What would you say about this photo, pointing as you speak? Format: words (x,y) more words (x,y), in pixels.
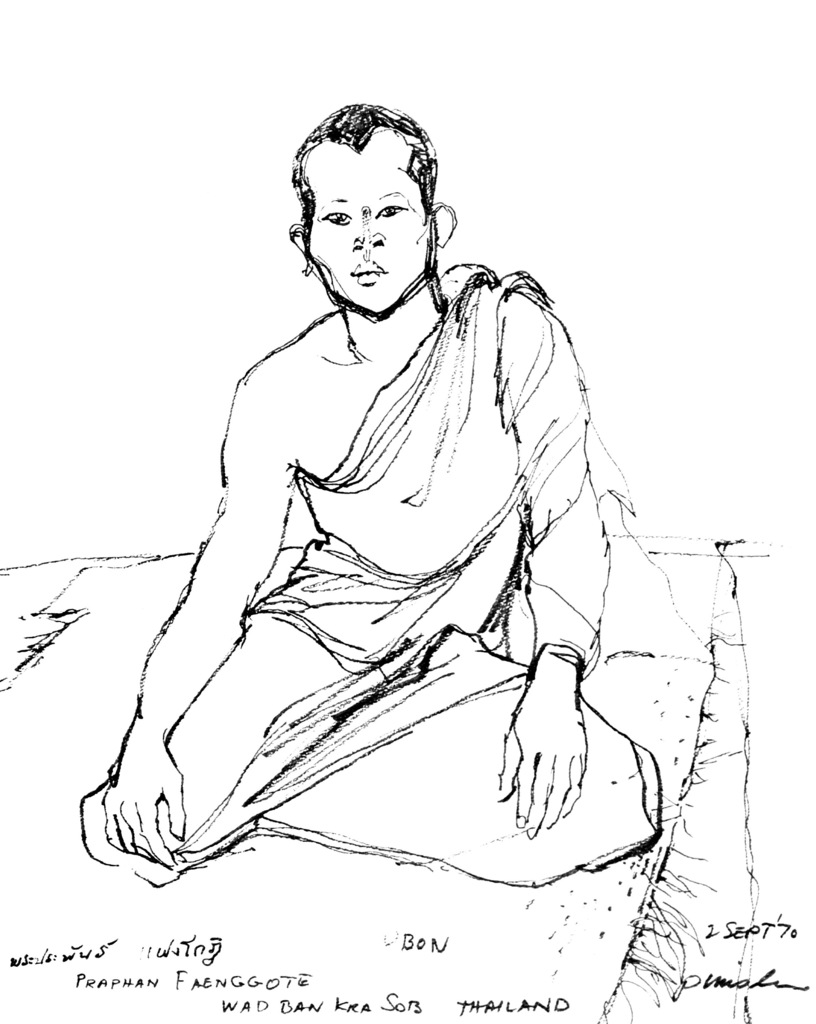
In this image there is a sketch (430,490) of a person (390,602). There is text (722,980) at the bottom (710,964). There is white colored background (749,1).
